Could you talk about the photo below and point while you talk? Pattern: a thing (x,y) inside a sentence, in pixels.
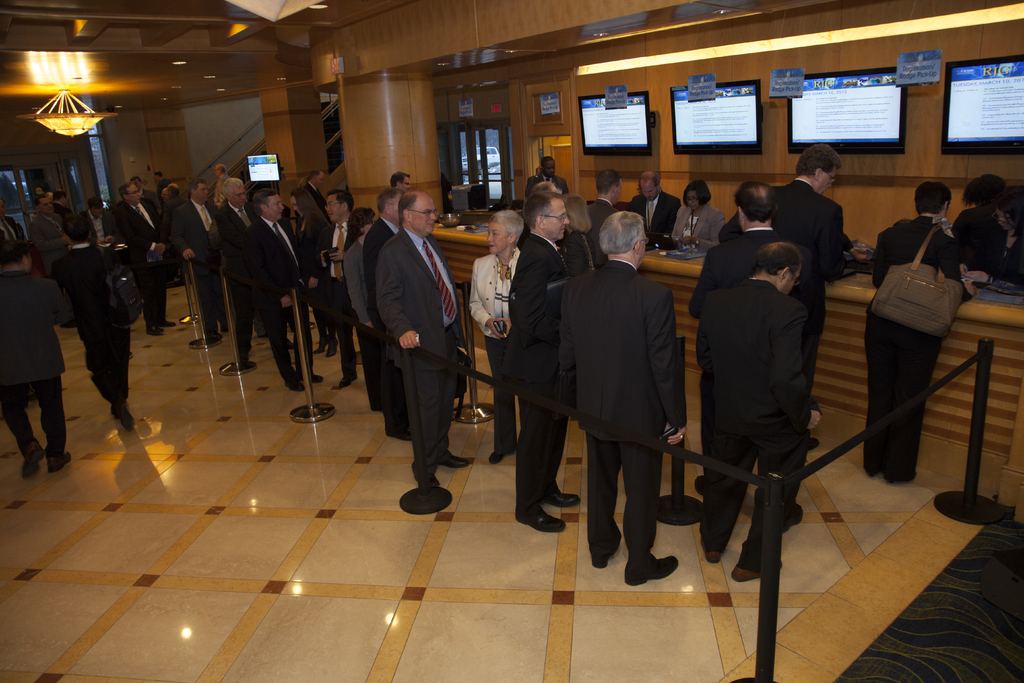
In this image there are group of people (584,332) standing, there are rope barriers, televisions (745,136) and a chandelier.
